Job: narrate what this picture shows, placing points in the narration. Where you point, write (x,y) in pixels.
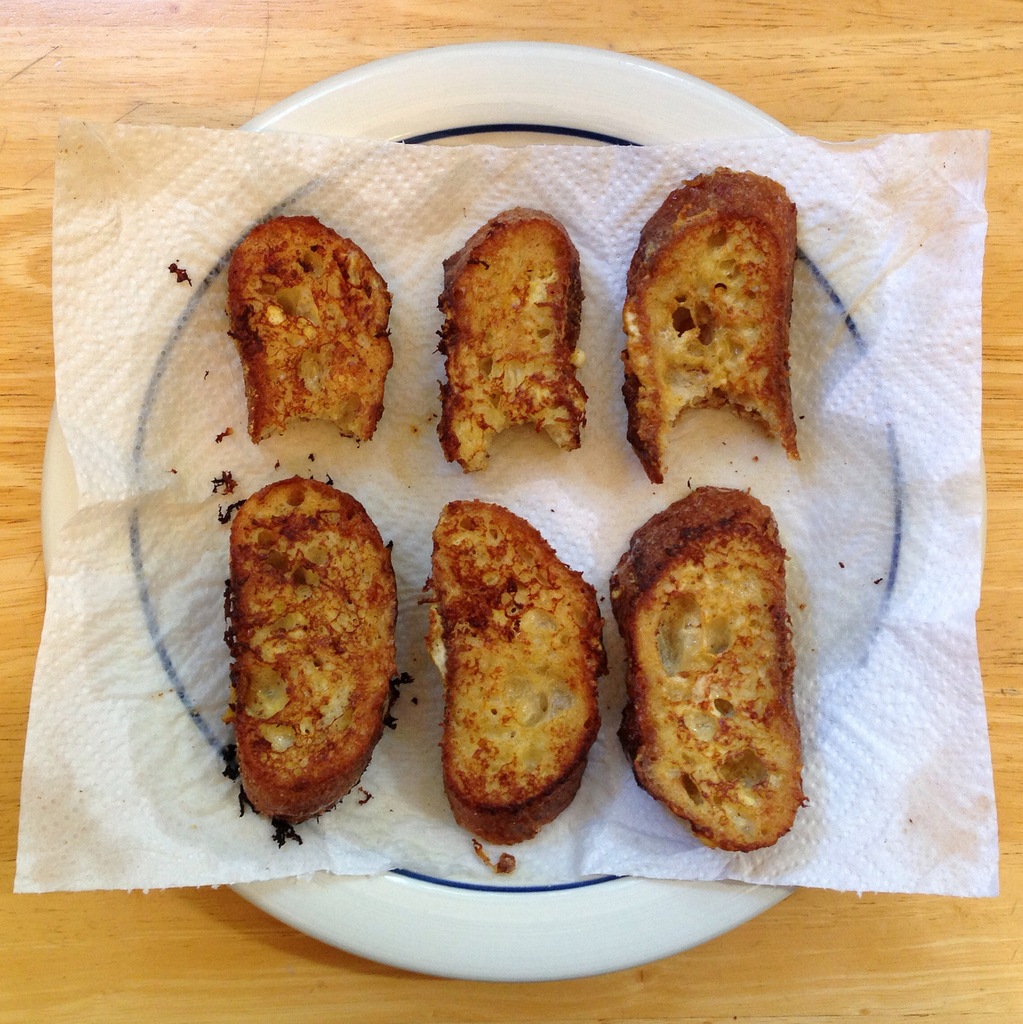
In the image there are some bread slices (700,282) roasted and served on a plate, the plate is kept on a wooden table (78,950).
